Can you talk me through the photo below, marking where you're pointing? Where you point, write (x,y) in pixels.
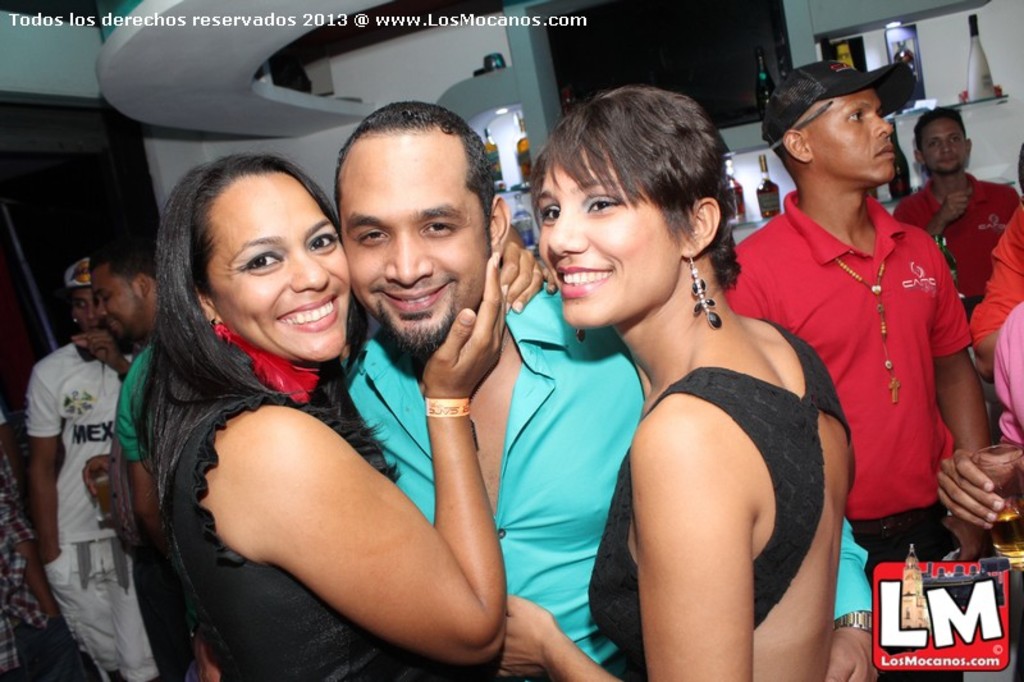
In the given image i can see a people (663,179) and behind them i can see lights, bottles (981,65), shelves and some other objects (307,88).
